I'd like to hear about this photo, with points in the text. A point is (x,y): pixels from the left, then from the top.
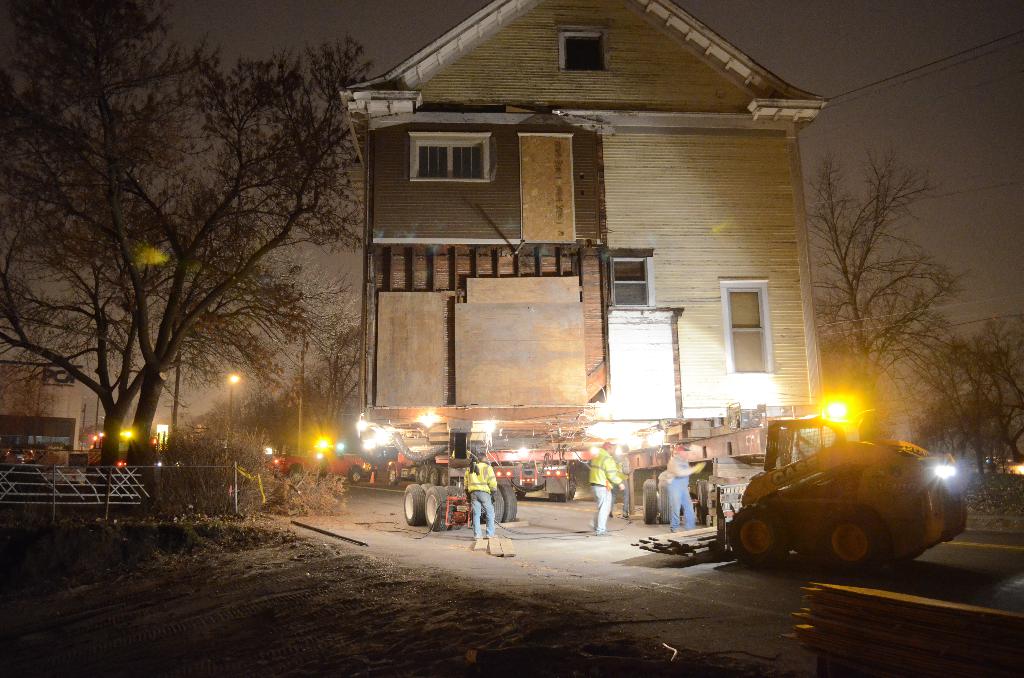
In this image there are group of people (620,483) standing, vehicles (456,487) on the road (569,565), house (477,408), lights (121,465), poles (235,462), trees (225,285), sky (897,159).
